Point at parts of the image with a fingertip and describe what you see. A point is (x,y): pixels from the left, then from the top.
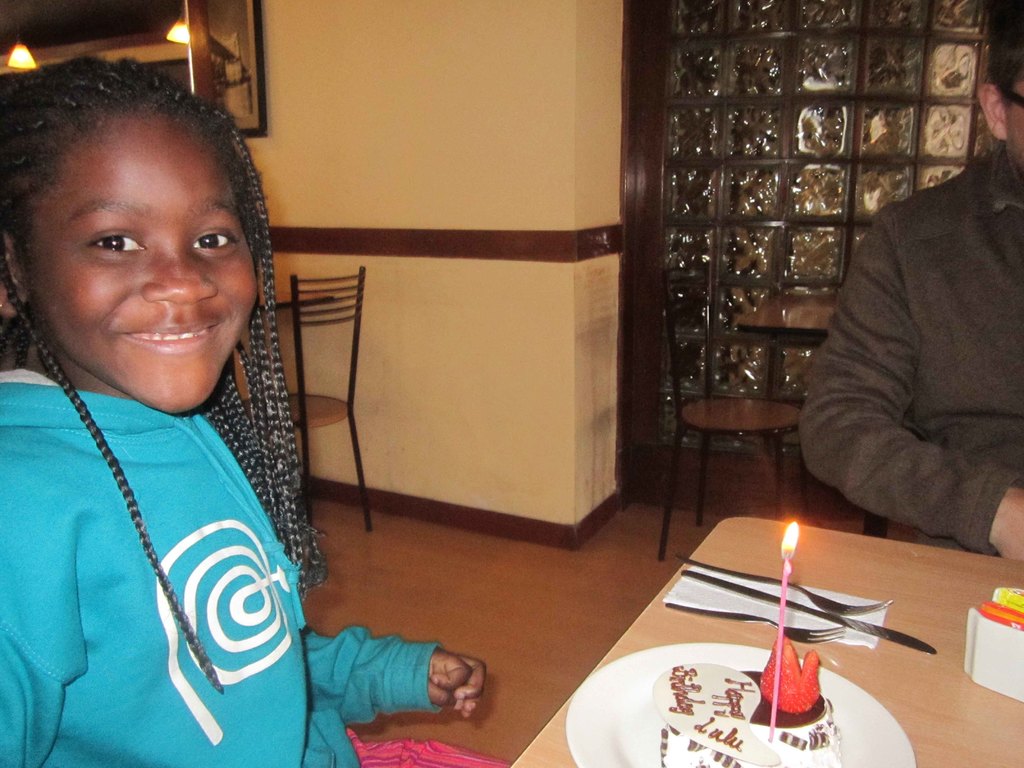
A girl (90,428) is sitting at a table (563,724) with a cake (702,733) on it.
